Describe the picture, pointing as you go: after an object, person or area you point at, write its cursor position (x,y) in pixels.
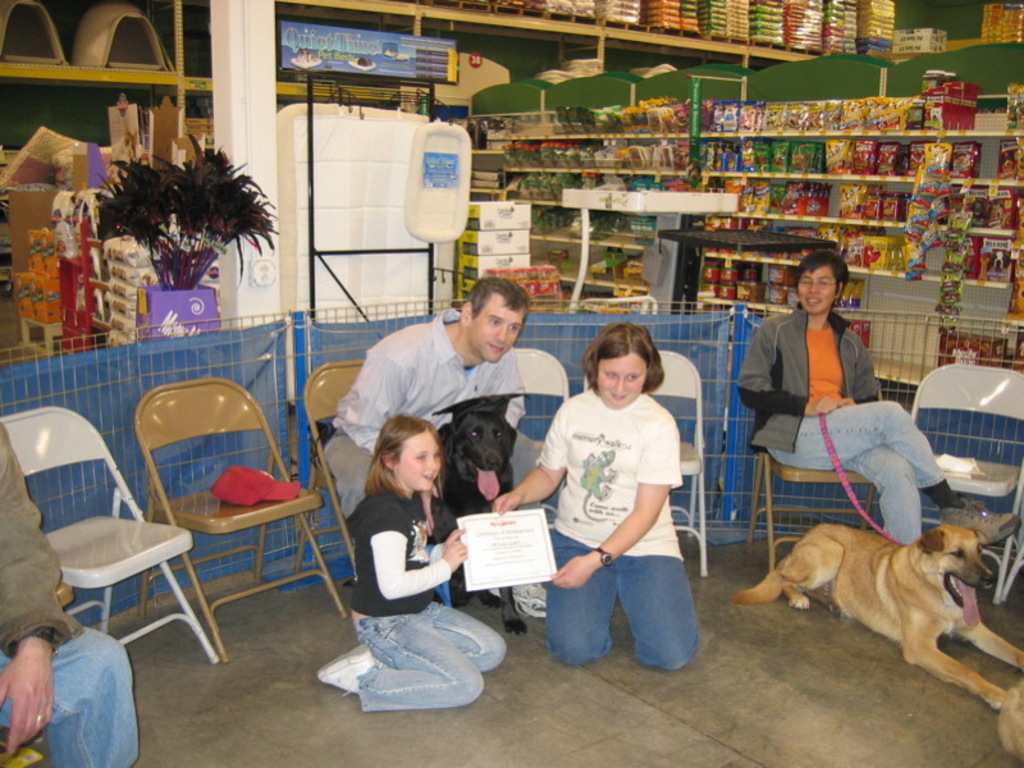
In the picture there are few people (776,449) sitting on the chairs (683,473) and there are two dogs (925,593) and there are two kids (662,566) kneeling on the floor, both of them are holding a certificate (527,515) together and in the background (547,188) there are many snacks (873,103) and other groceries (577,156) and some household objects (169,233).
